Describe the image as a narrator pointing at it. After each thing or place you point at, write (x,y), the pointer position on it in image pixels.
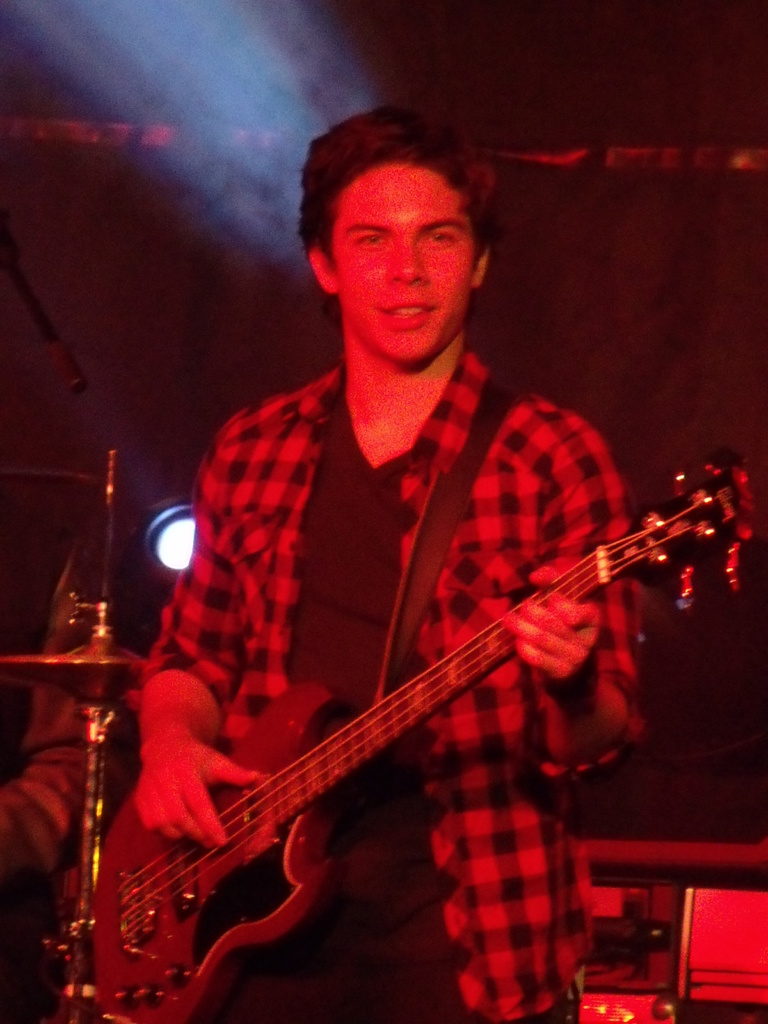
In this image I can see a man (438,627) is holding a guitar (729,524). In the background (170,542) I can see a light (189,552).
